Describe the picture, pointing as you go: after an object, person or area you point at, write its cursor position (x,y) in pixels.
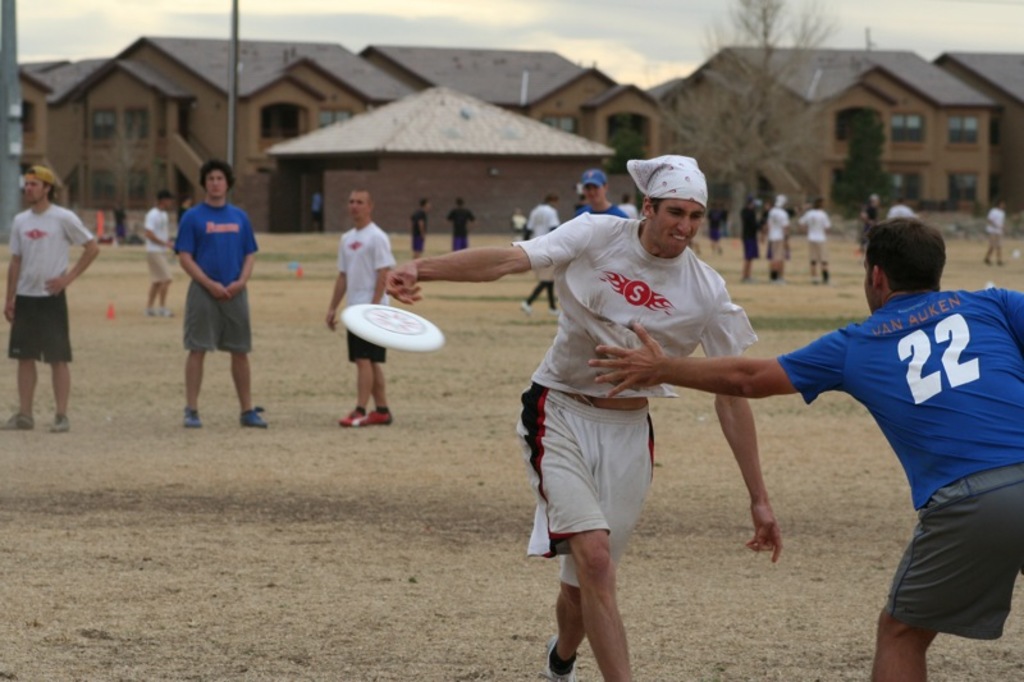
In this picture there are people (57,245) and we can see Frisbee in the air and ground (287,325). In the background of the image (364,150) we can see buildings (828,64), house (590,142), tree (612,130), poles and sky (596,11).
